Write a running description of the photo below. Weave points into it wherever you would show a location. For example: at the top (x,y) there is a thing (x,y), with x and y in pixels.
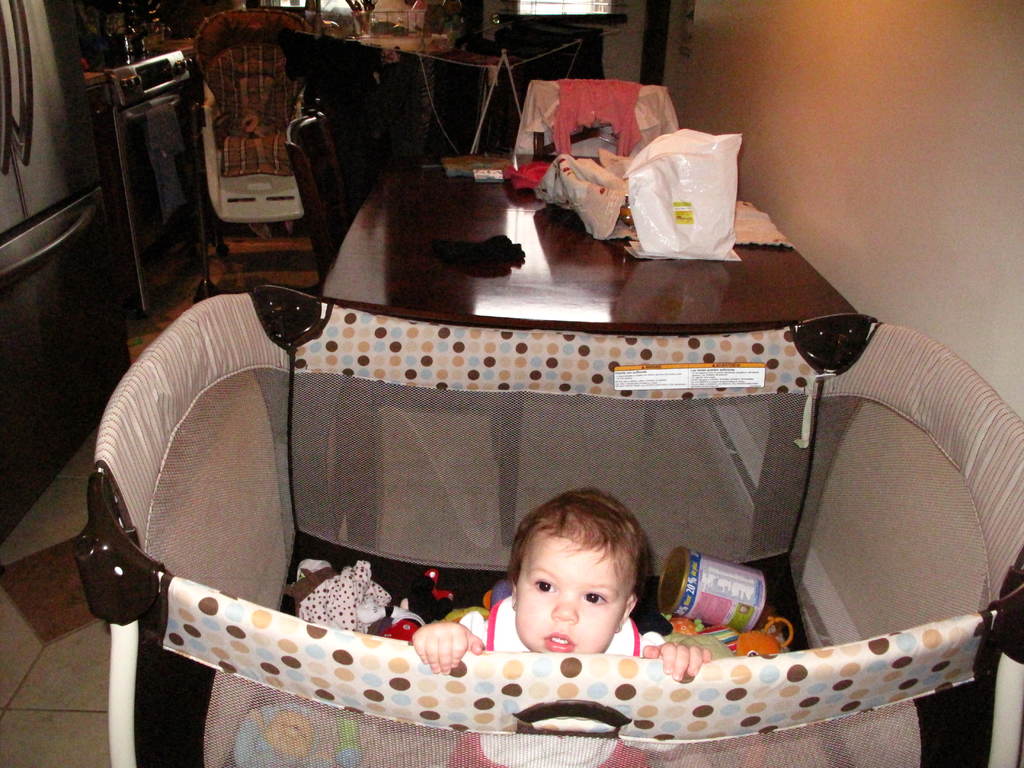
A baby (542,531) is inside a box (224,587). There are many toys (420,598) in it. And there is a table (404,277) on the table (639,300) there are many objects (581,196) like cloth (585,94), covers (627,179). And to the left side (77,138) there is a refrigerator (65,235). Beside the refrigerator (74,168) there is a oven (131,107). We can see a high chair (235,108). And on the floor (6,628) there is a floor mat (52,608).
